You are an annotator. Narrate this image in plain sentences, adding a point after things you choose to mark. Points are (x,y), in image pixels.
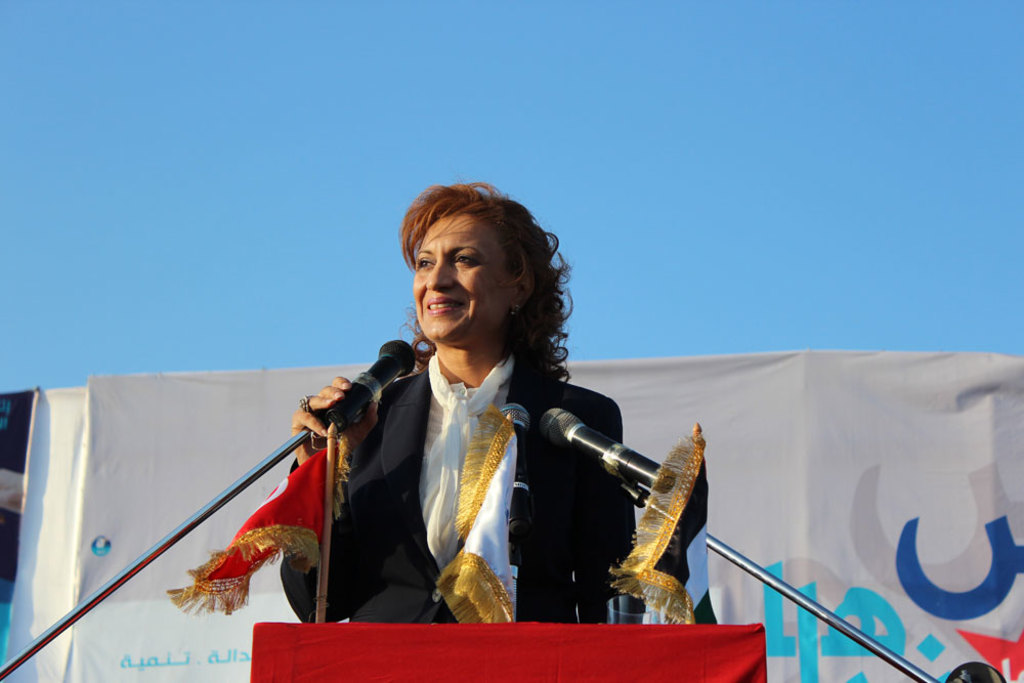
In this image there is a woman (447,538) who is standing in front of the podium (492,641) by holding the mic (392,376). On the podium (515,673) there are two mics (635,485) and three flags (297,492). In the background (813,460) there is a banner (868,432). At the top (859,98) there is the sky (871,67).
